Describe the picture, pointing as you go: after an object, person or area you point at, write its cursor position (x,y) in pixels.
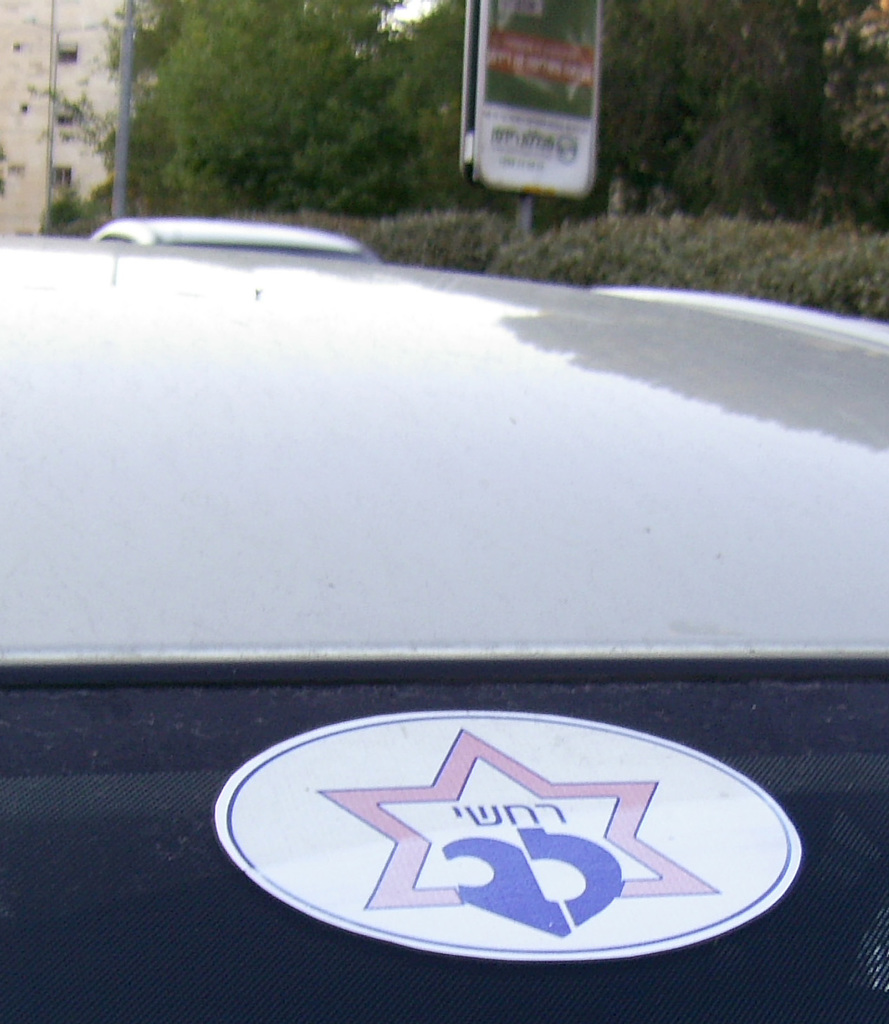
In front of the picture, we see a car (595,490). We see a sticker (471,747) in white, pink and blue color is pasted on the glass (599,871) of the car (711,941). Behind that, we see a white car (223,236). Behind that, we see the shrubs (533,264) and a hoarding board (517,164) in white and green color. In the background (162,98), we see a building (56,121), poles (123,171) and trees (94,131). This picture is blurred in the background (581,229).
